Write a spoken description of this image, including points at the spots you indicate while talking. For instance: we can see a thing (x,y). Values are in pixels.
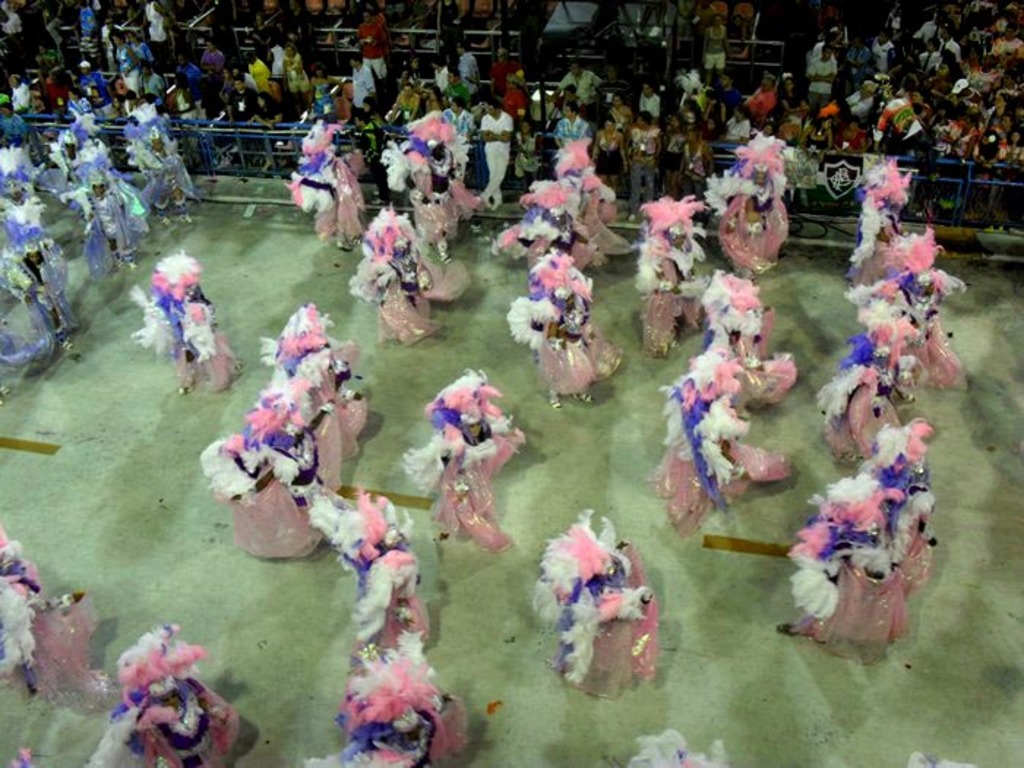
In this picture we can see a few people (59,163) wearing costumes (72,664) and standing. We can see some fencing (973,165) from left to right. There are many people (966,61) standing in the background (1000,102).
